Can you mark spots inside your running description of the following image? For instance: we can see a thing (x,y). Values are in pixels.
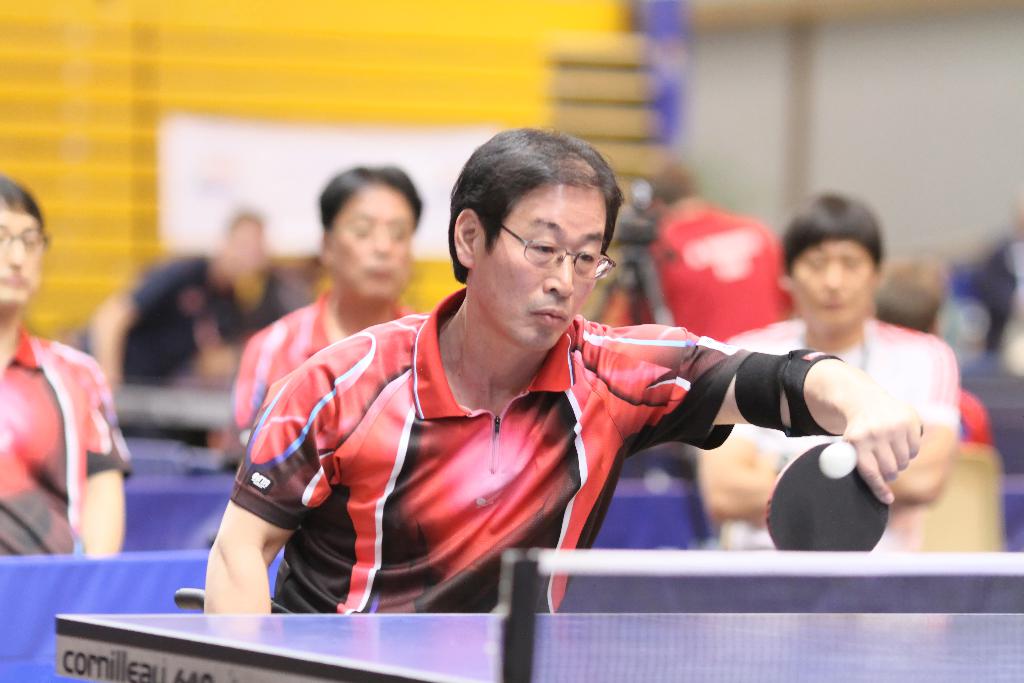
This picture describes about group of people (446,348), in the middle of the image (539,368) a man (539,363) is playing table tennis by holding bat (860,501) in his hand (873,486) in the background (830,287) few people (710,280) are watching the game.
